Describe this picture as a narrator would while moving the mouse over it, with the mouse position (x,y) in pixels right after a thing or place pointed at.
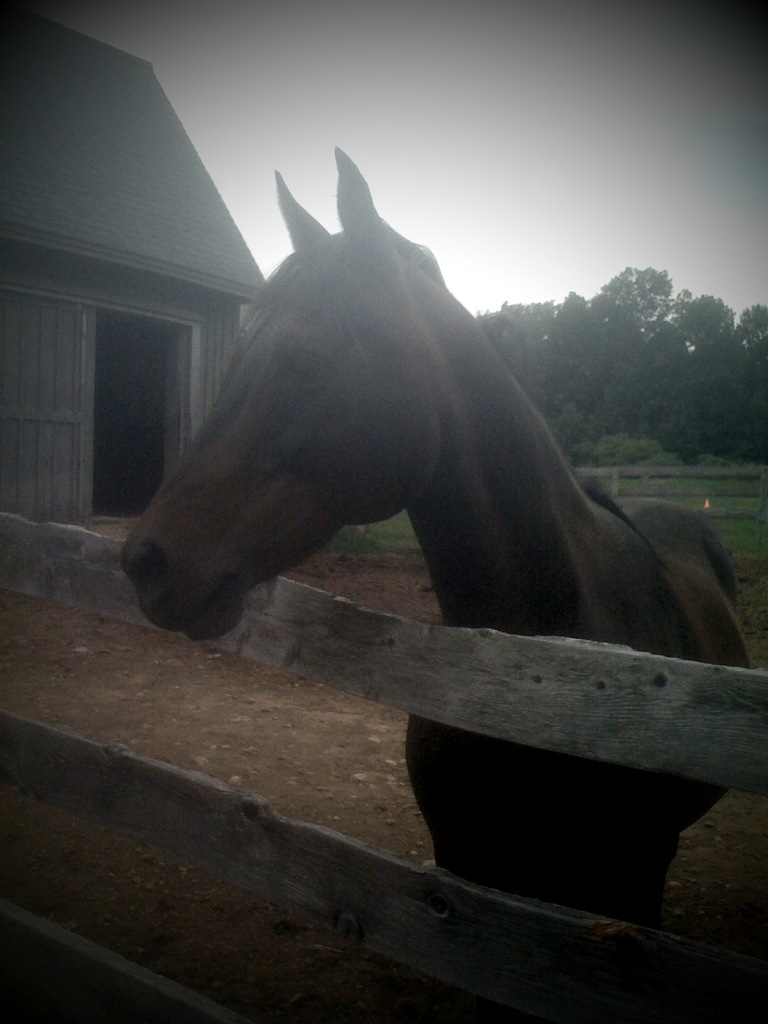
In this image I can see an animal (200,628) which is in brown color. It is standing on the ground (286,709). In-front of the animal (276,535) I can see the wooden railing (376,649). To the left (81,167) there is a shed (124,323). In the back (624,343) I can see many trees (656,340) and the white sky (357,140).
